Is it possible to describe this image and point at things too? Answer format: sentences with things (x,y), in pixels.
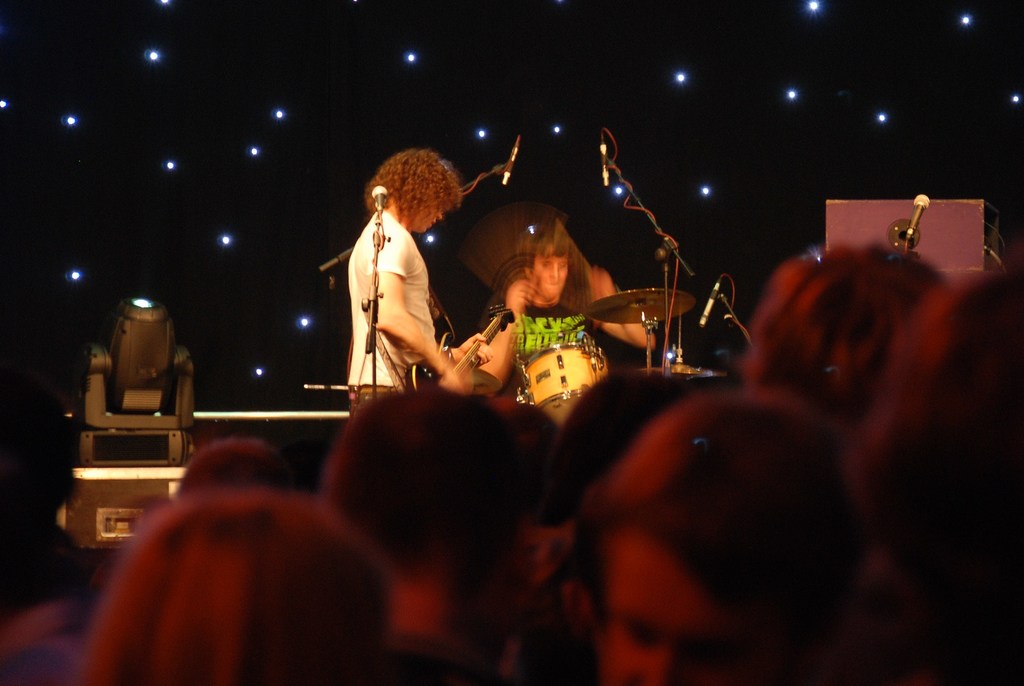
In this image we can see two persons (428,342) are playing musical instruments (538,391). There are mikes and lights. At the bottom of the image (821,624) we can see few people (897,492).
